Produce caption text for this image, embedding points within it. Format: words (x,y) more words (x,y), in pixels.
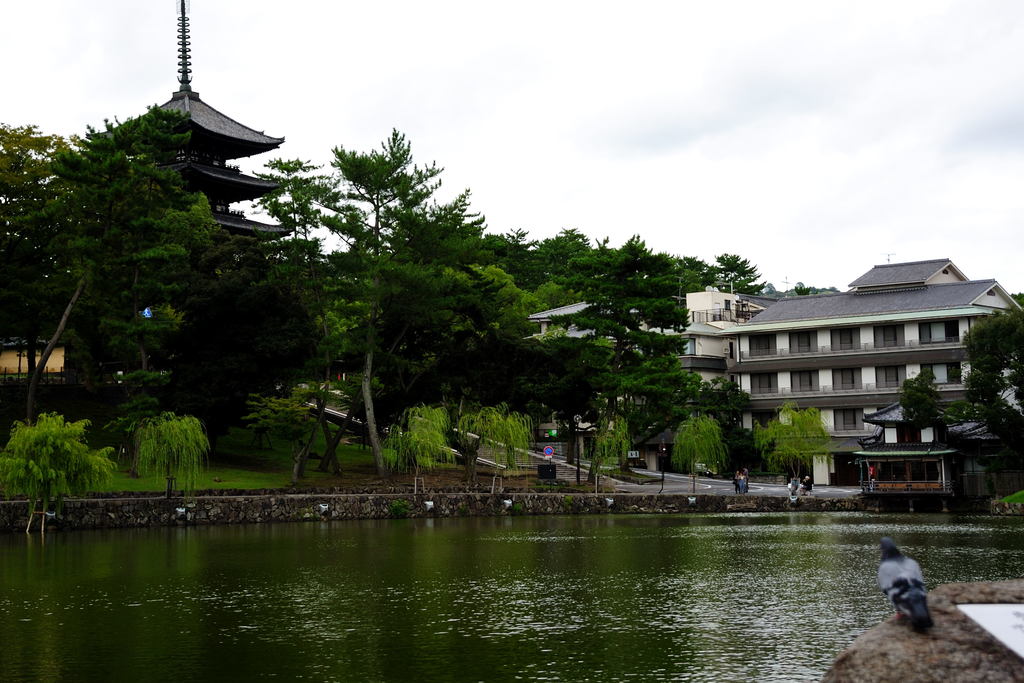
In this image, we can see some water (944,553). We can also see a bird (925,610) on an object (967,601). We can see some houses (860,366). We can see some grass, trees (435,448), a board (547,463). There are a few people (807,481). We can see the sky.
